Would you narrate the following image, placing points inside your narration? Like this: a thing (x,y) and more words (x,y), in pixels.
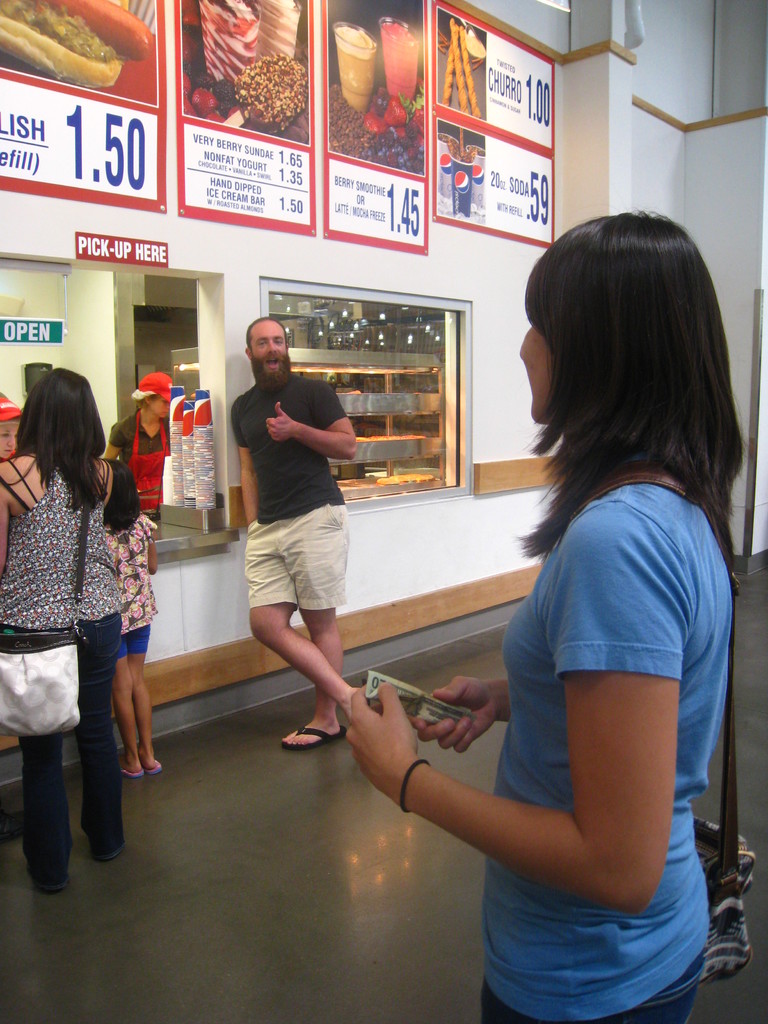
In this picture we can see some people (129,650) are standing, on the left side (97,316) there is a store (220,344), we can see some boards (358,100) were pasted on the wall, a woman (604,785) on the right side (598,786) is holding a note (419,711), a woman (102,637) on the left side (46,676) is carrying a bag (44,664), there are some glasses (202,477) in the middle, on the left (54,340) we can see a board (16,320) pasted on the glass (70,338).
